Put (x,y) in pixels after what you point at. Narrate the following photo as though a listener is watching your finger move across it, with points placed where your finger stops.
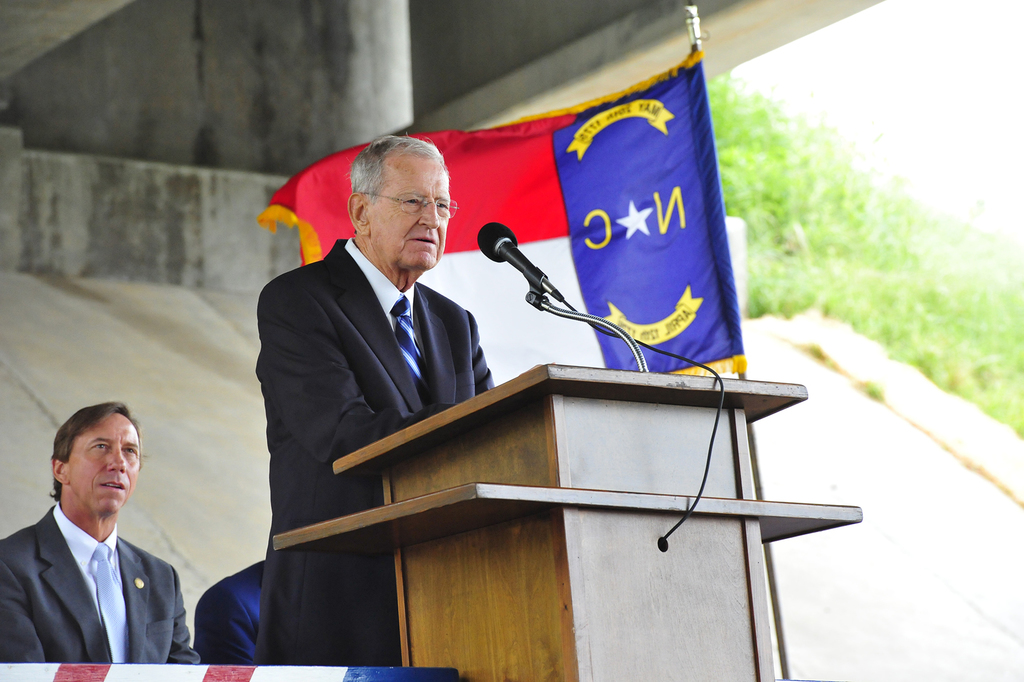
In this picture we observe a guy (485,368) who is standing in front of mic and talking and we observe a flag (548,208) in the background (655,240).
